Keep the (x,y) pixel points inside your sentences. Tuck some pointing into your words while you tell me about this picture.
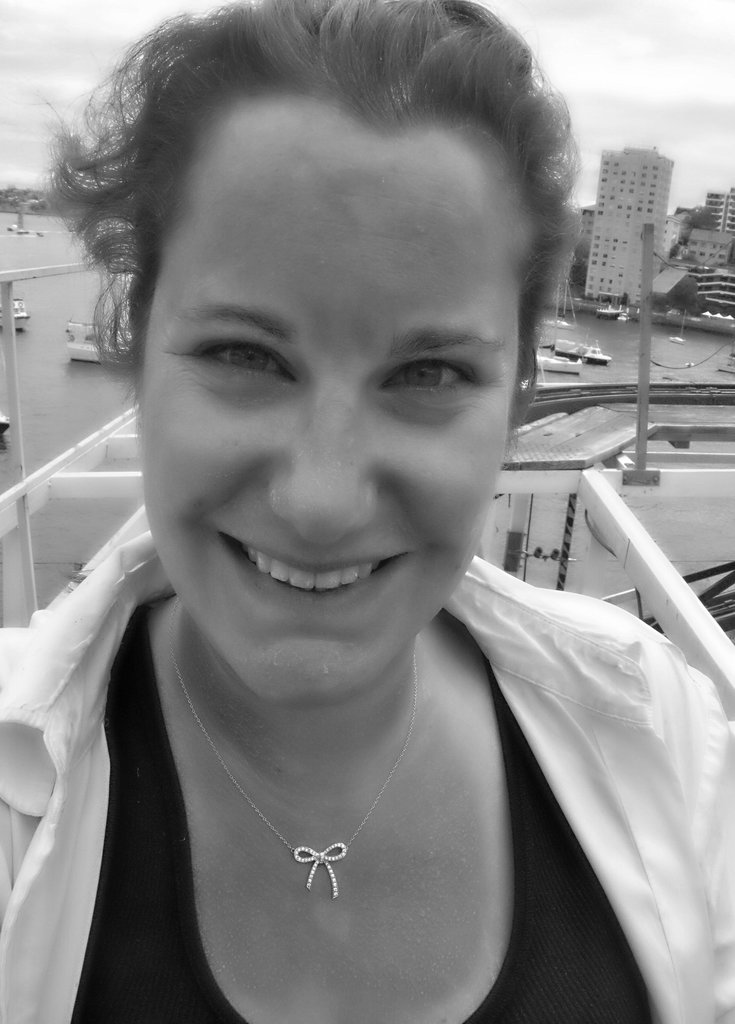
This is a black and white image. In this image we can see a woman (480,689). On the backside (661,100) we can see some buildings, poles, boats (544,348) in a water body (549,340) and the sky (677,91) which looks cloudy.
